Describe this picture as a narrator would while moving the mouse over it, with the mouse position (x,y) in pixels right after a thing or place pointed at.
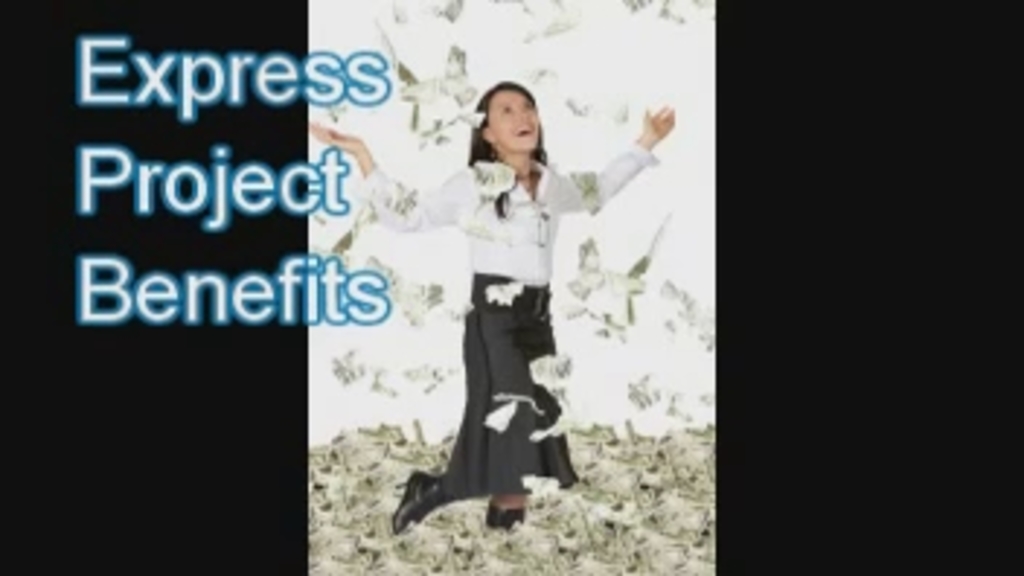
It is an edited image. In this image we can see a woman (513,142) standing and smiling. We can also see the currency notes (605,432) and also the text (293,58) and on the left (184,410) and on the right (941,335) we can see the black color background (193,472).
